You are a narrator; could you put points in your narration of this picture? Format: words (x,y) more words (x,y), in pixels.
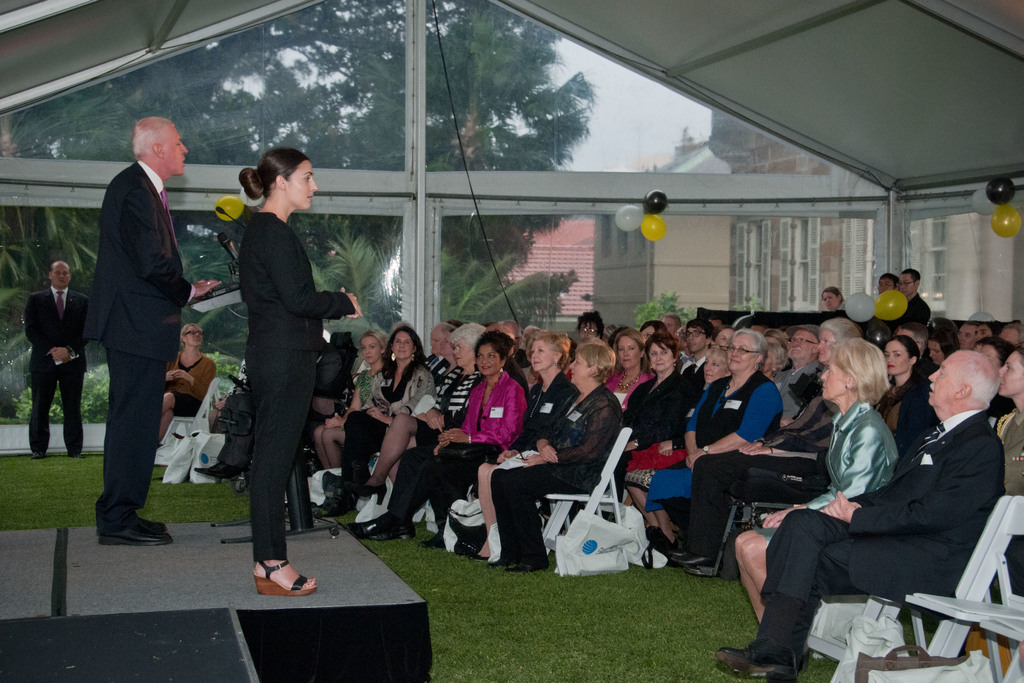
In this image there are group of persons (562,447) sitting on the chairs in the room (351,177) and at the left side of the image (309,394) there are two persons (299,579) standing on the stage (328,595) and at the background of the image (572,251) there are trees (385,317) and buildings (732,264).
